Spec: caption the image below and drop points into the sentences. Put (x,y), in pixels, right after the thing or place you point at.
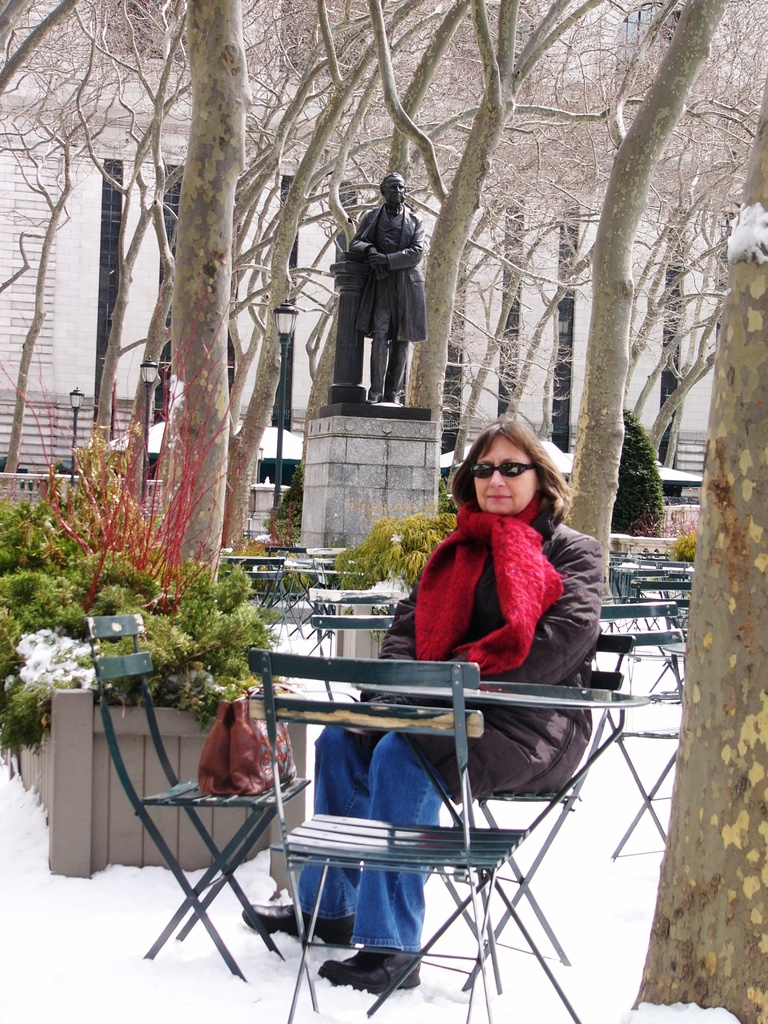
This person (499,649) sitting on the chair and wear glasses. We can see chairs (279,822) and table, on the chair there is a bag (235,759). On the background (204,242) we can see building (78,222), trees (619,270), plants (100,473), statue (404,256). This is snow (276,995).
